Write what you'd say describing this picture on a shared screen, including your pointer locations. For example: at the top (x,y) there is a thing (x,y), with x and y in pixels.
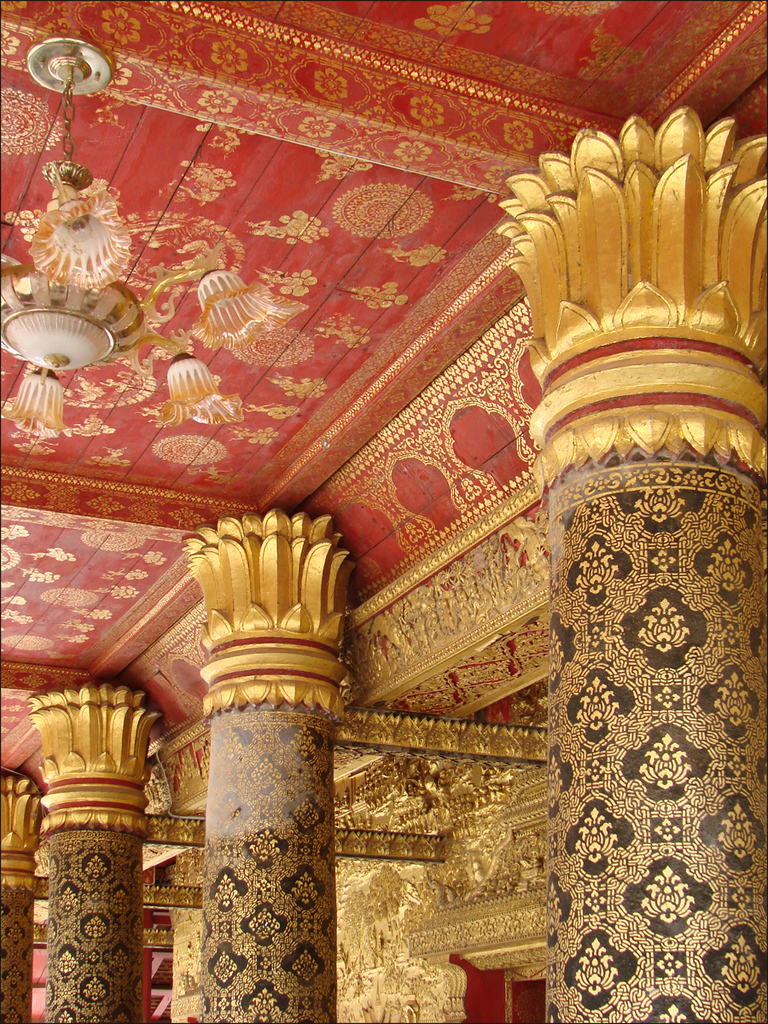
This image is taken indoors. At the top of the image (427,168) there is a roof (392,263) with a few paintings (114,536) and there is a chandelier (107,300). In the middle of the image (408,655) there is a wall (457,892) and there are a few pillars (222,776). There are many carvings (220,1011) on the walls (366,916) and pillars (623,205).
